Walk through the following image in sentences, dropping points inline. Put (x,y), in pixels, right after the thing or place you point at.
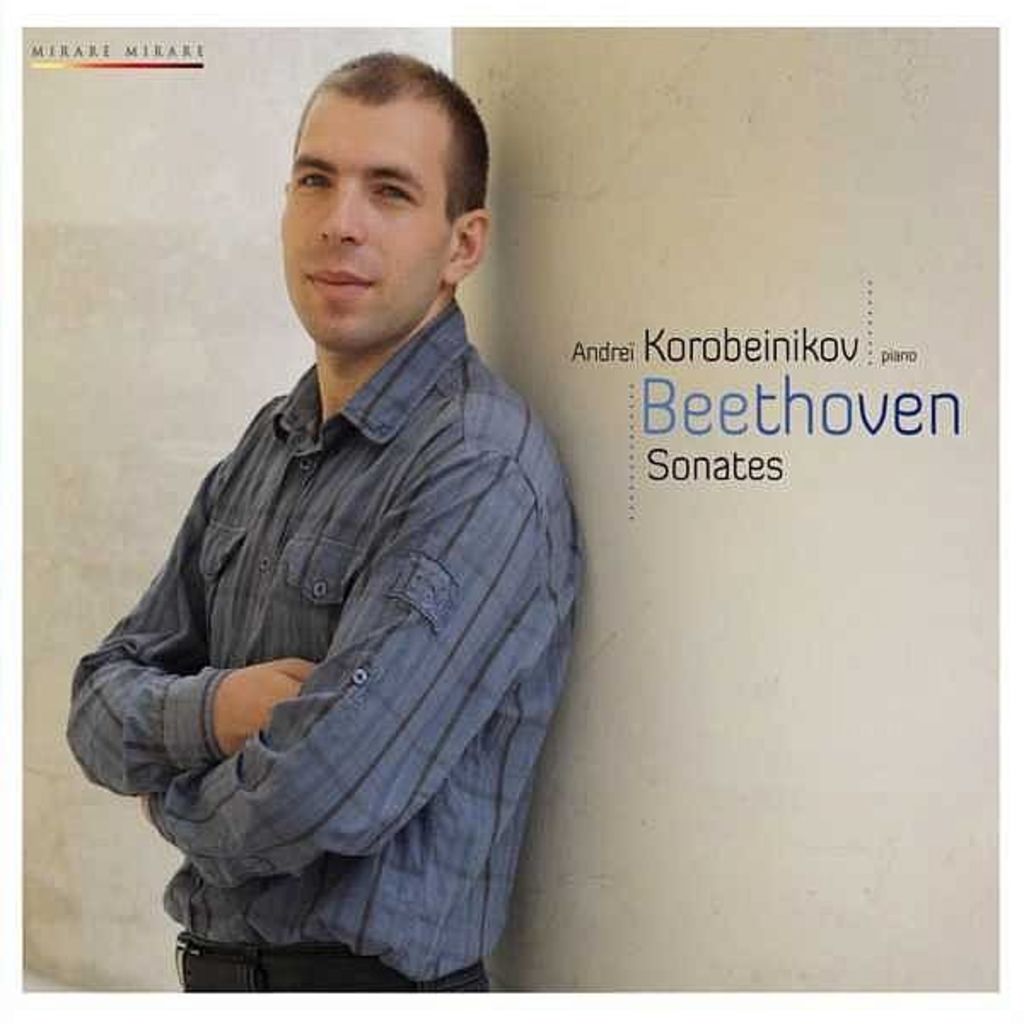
In this picture, we can see a person (448,152) and we can see a wall (252,80) and we can see some text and watermark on it.
